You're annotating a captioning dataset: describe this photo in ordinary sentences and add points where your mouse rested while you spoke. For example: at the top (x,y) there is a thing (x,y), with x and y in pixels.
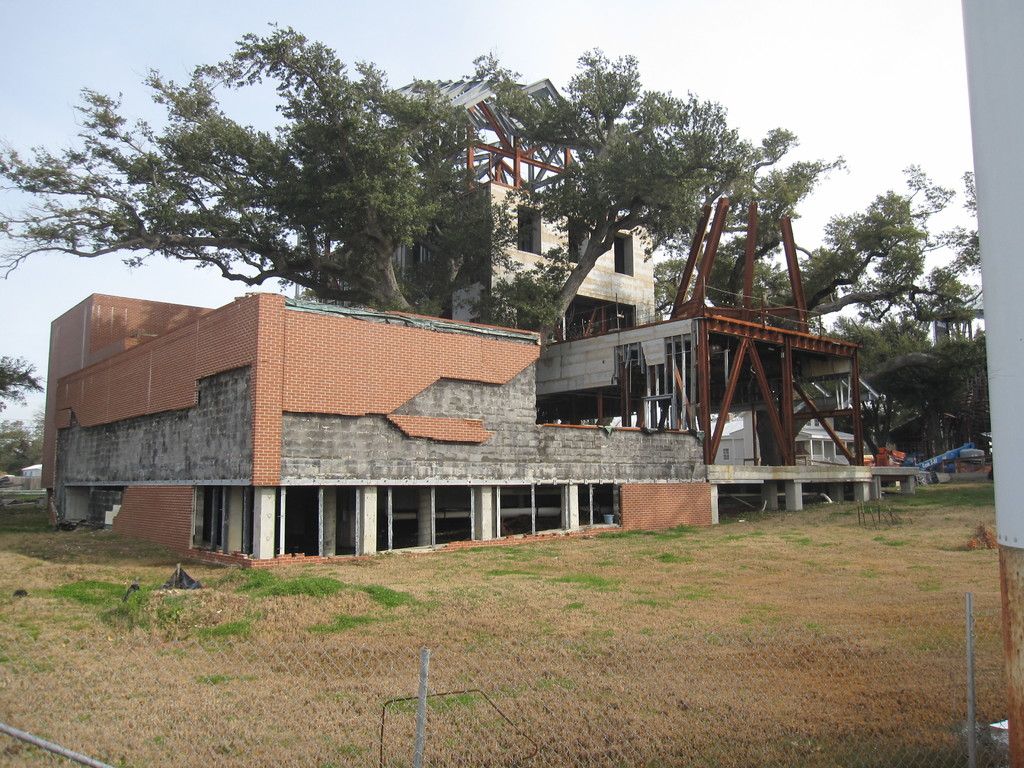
It is a building (386,326) which is under construction and there are some trees (668,247) in between the buildings (695,328), in front of the building (319,560) there is a grass (779,517) and there is a fencing (955,656) around the building (273,387).
